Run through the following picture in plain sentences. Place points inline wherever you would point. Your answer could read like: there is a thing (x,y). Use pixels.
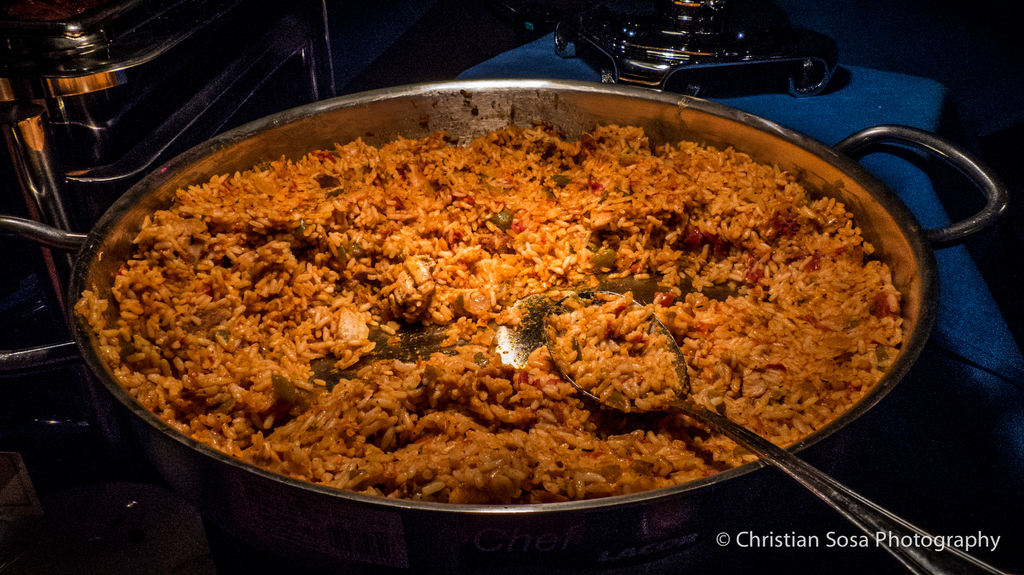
This image is taken indoors. In the middle of the image (482,301) there is a utensil (211,163) with rice (317,328) and a spoon (705,410) in it. In the background (286,39) there are a few utensils (668,34).
